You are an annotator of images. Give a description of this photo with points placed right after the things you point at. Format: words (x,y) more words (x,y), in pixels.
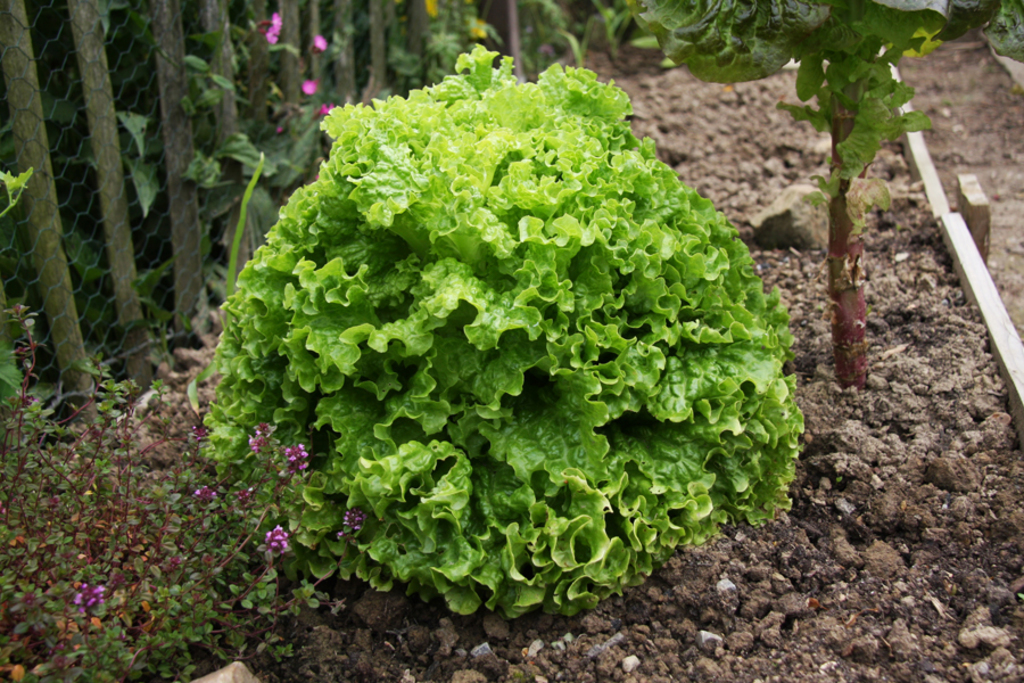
In this image in the front (565,370) there is a plant (495,330). In the background (497,27) there is a fence (109,188) and there are plants (392,44) and there are stones (848,609) on the ground (881,506).
